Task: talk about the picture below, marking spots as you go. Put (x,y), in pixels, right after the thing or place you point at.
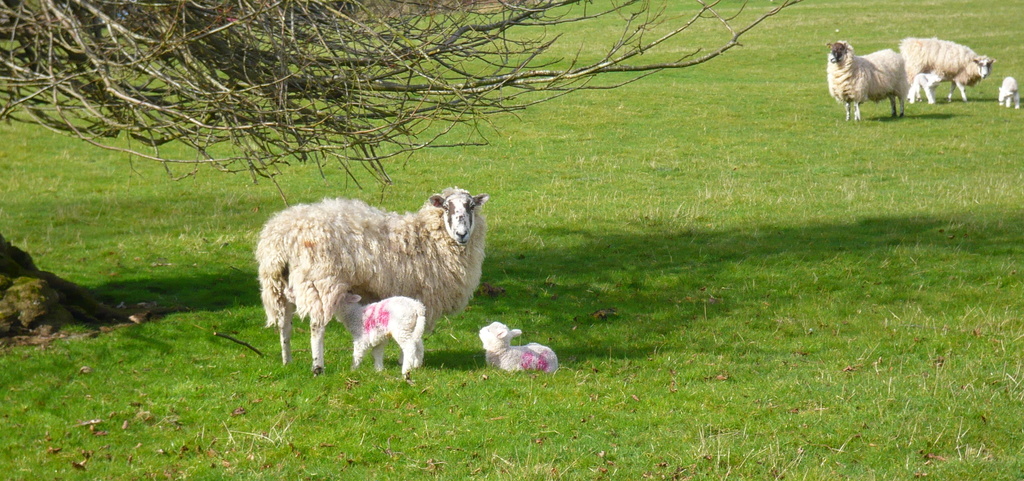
This is an outside view. Here I can see the grass (705,253) on the ground (768,291). In this image there are few animals (903,103). At the top of the image (204,44) I can see a part of a tree (101,56).
